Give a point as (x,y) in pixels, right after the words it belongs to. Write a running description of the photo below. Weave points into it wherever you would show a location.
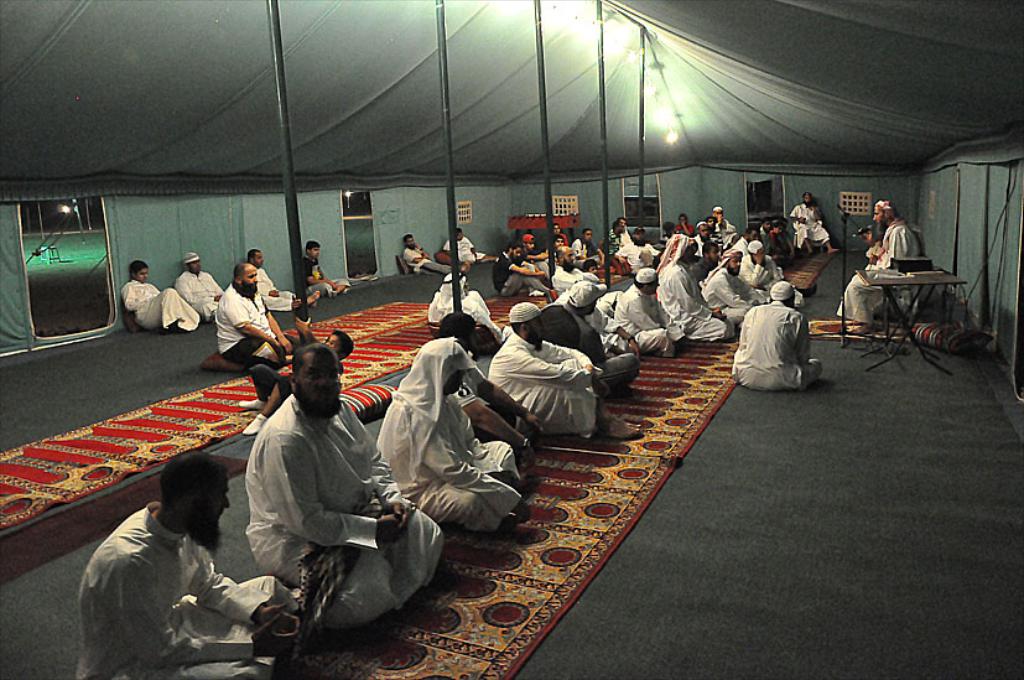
This image is taken from inside the camp (594,66). In this image there are so many people (423,454) sitting on the floor (384,362). On the right side (855,290) there is a person (864,307) sitting on a chair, in front of him there is a mike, beside him there is a table (900,296). At the top (619,31) there is a light (622,45).
